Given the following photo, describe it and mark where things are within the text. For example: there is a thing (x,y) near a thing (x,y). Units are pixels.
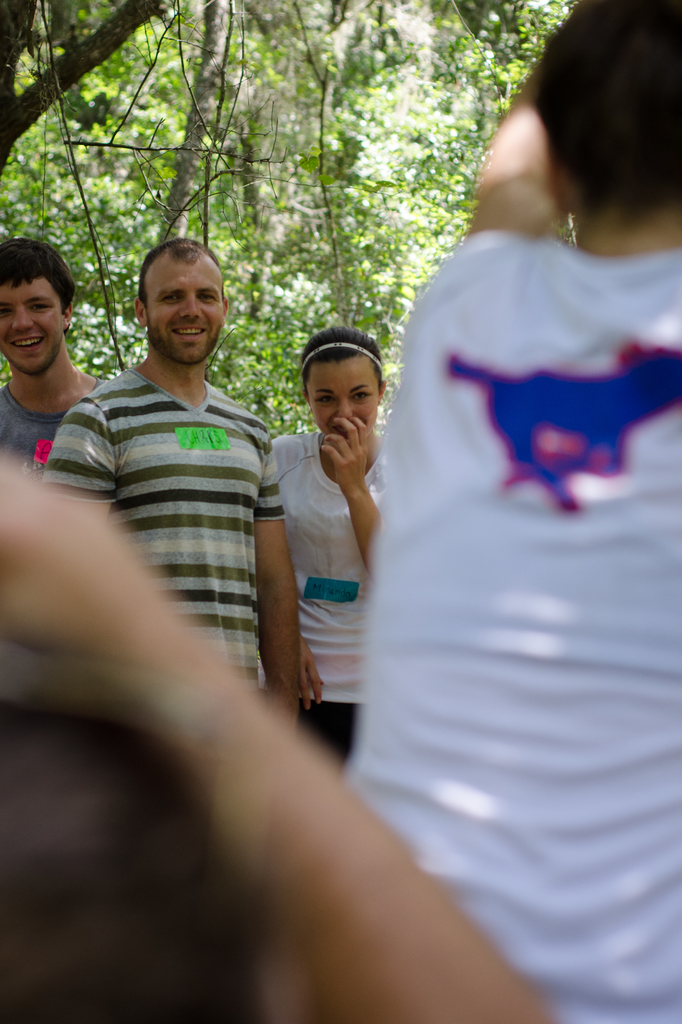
In this image we can see people (261,584). In the background (248,197) there are trees (369,199).
